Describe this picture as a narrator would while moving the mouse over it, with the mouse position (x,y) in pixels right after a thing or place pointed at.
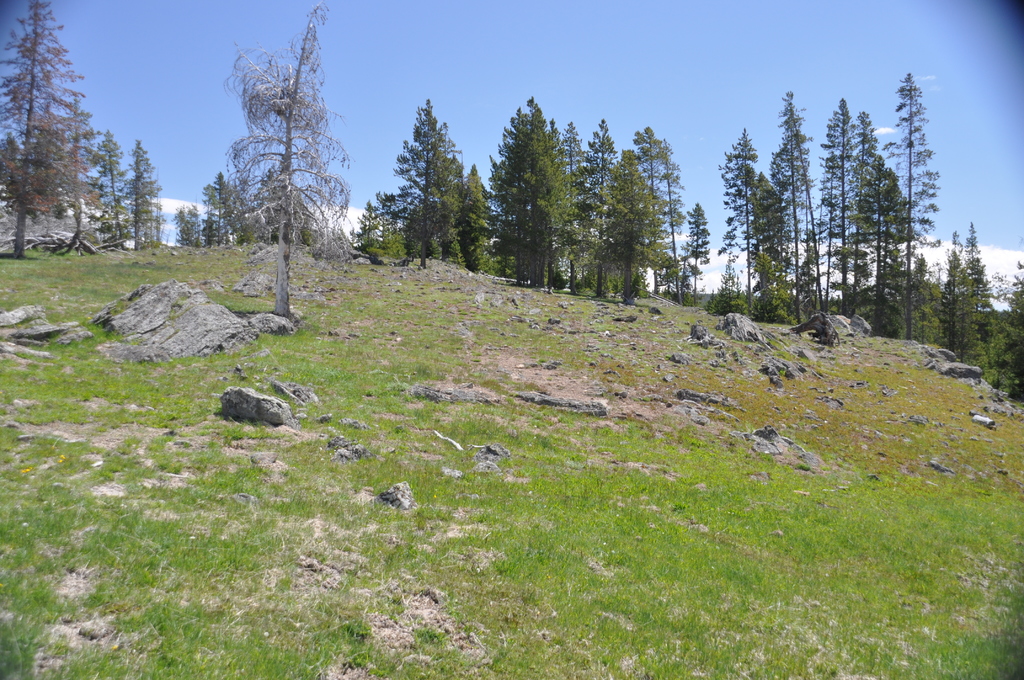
In this picture there are trees (560,215) on the hill (613,478). At the top (441,111) there is sky (680,95) and there are clouds (1014,271). At the bottom (670,564) there are stones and there is grass (778,618).
